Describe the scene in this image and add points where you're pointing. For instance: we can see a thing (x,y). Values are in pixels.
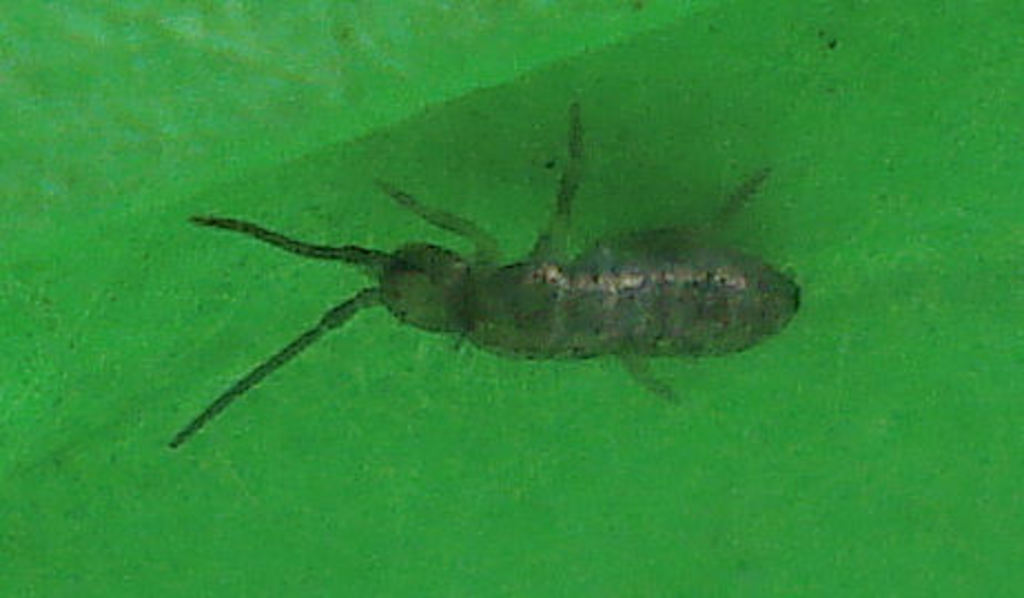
In the center of the image (548,295) we can see an insect (575,313) on the leaf (500,465).
